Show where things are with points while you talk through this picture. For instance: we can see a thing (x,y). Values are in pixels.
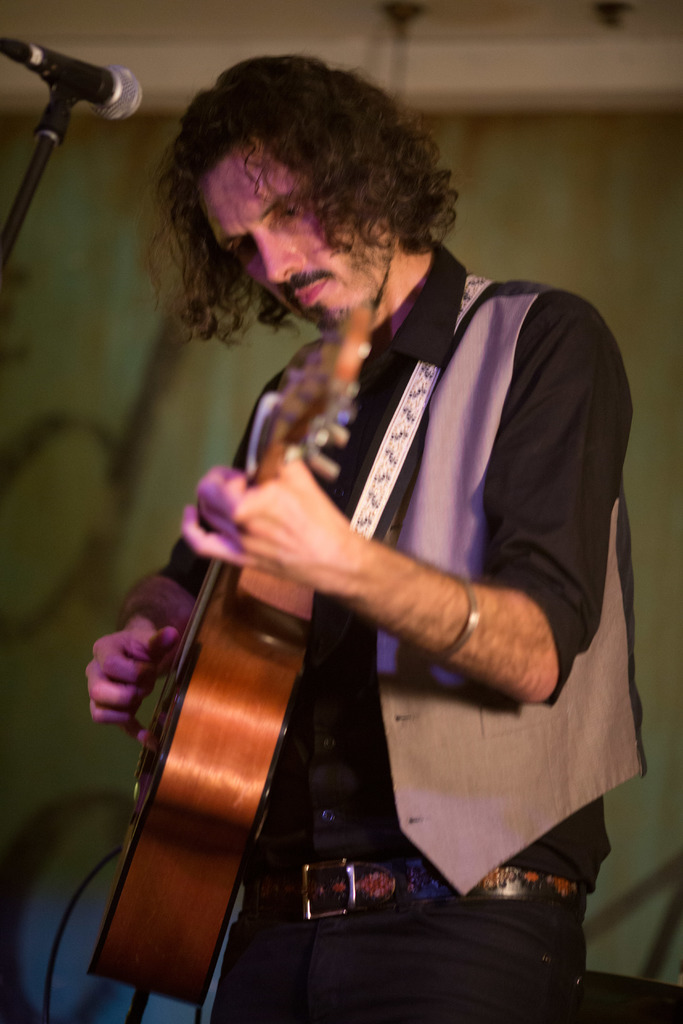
This is the picture of a man (322,847) standing and playing a guitar (228,863) and in back ground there is a microphone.
